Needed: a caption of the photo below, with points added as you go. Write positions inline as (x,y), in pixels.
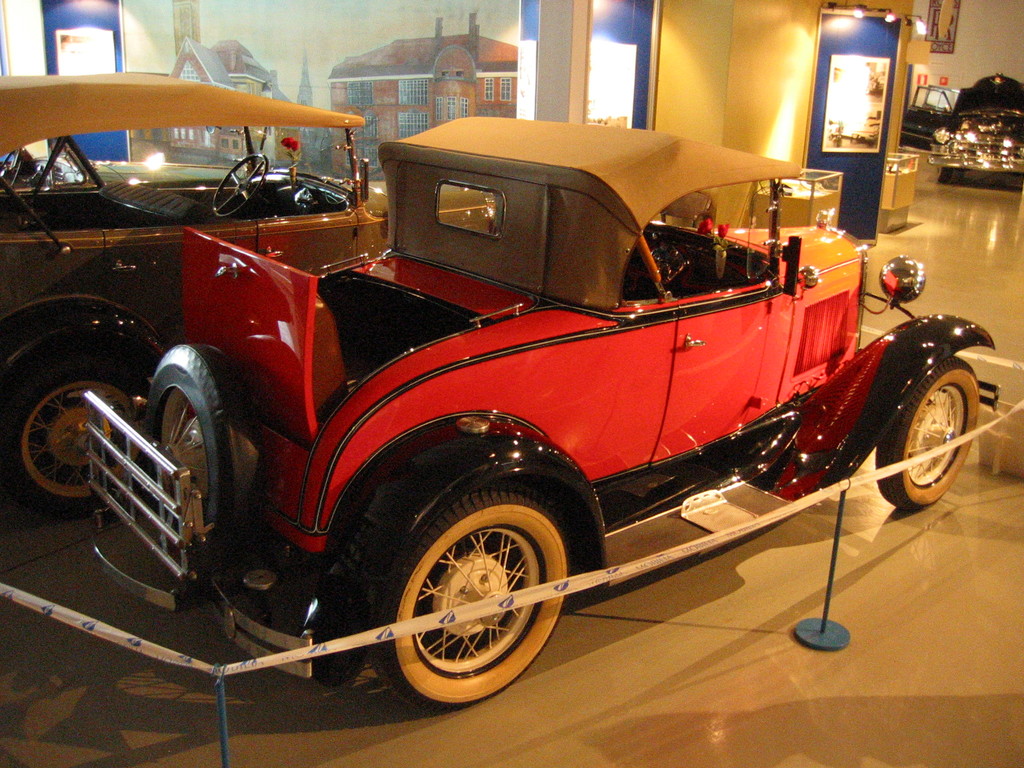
In the picture I can see vehicles (491,373) on the floor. In the background (325,80) I can see painting (376,75) of buildings (354,75) on the wall (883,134), lights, barricade tape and some other objects (895,195).
